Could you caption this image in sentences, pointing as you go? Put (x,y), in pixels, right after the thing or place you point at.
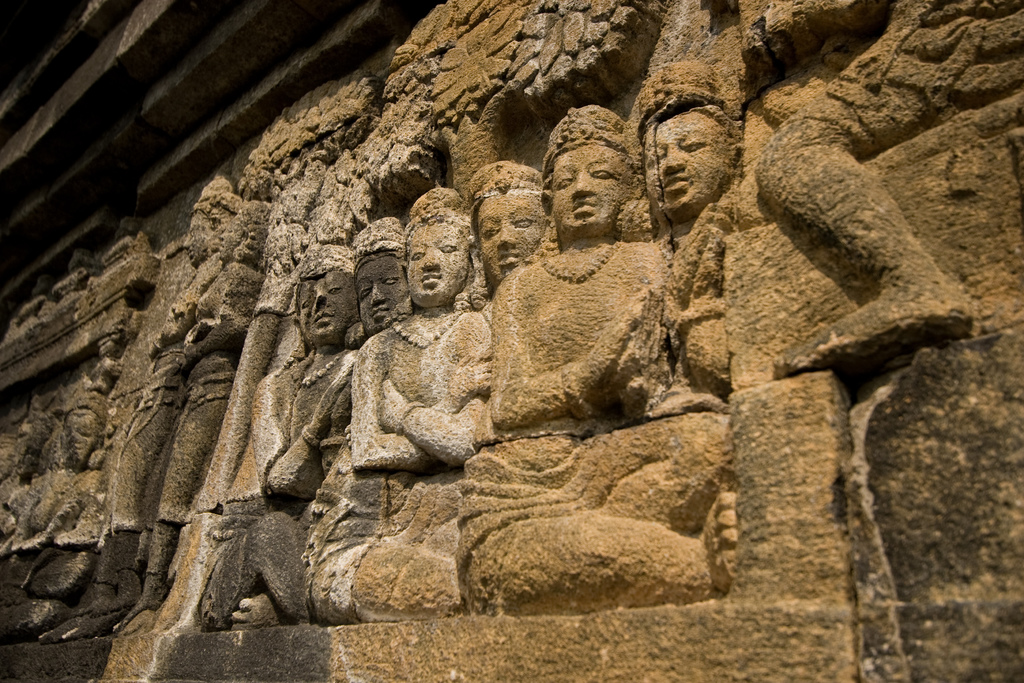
In this image I can see the sculptures (378,394) to the rock surface (147,348). I can see these sculptures (338,305) are in black, brown and cream color.
